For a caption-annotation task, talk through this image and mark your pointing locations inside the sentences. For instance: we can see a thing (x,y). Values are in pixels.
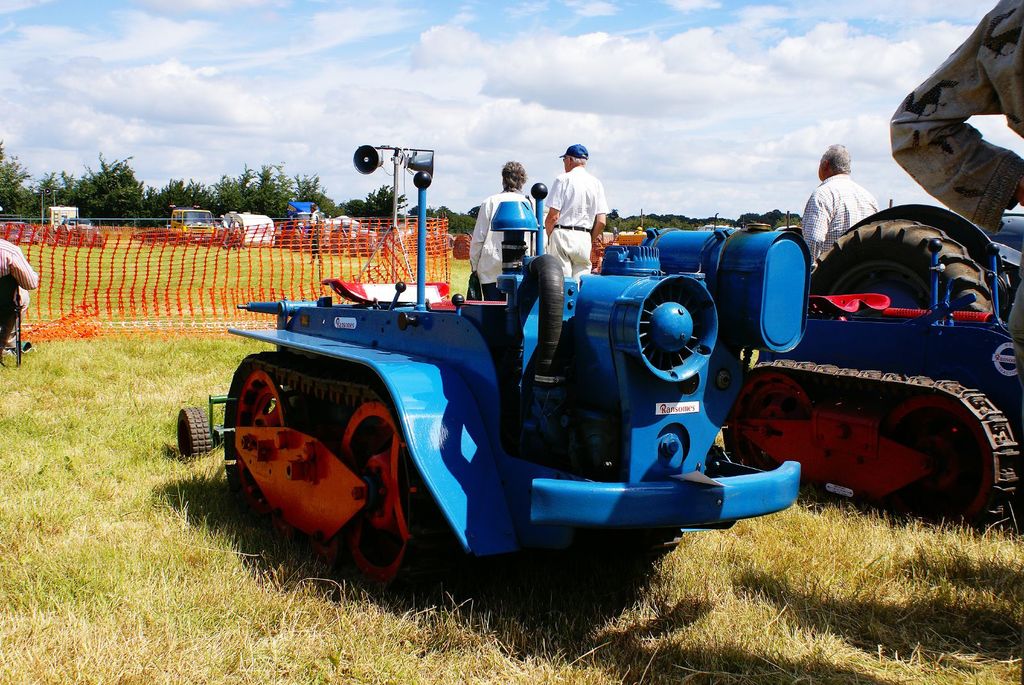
In this image we can see there are persons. And there are vehicles (66,212), chair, speaker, net (55,239) and trees (209,188). And at the top (236,165) there is a sky (632,106).
